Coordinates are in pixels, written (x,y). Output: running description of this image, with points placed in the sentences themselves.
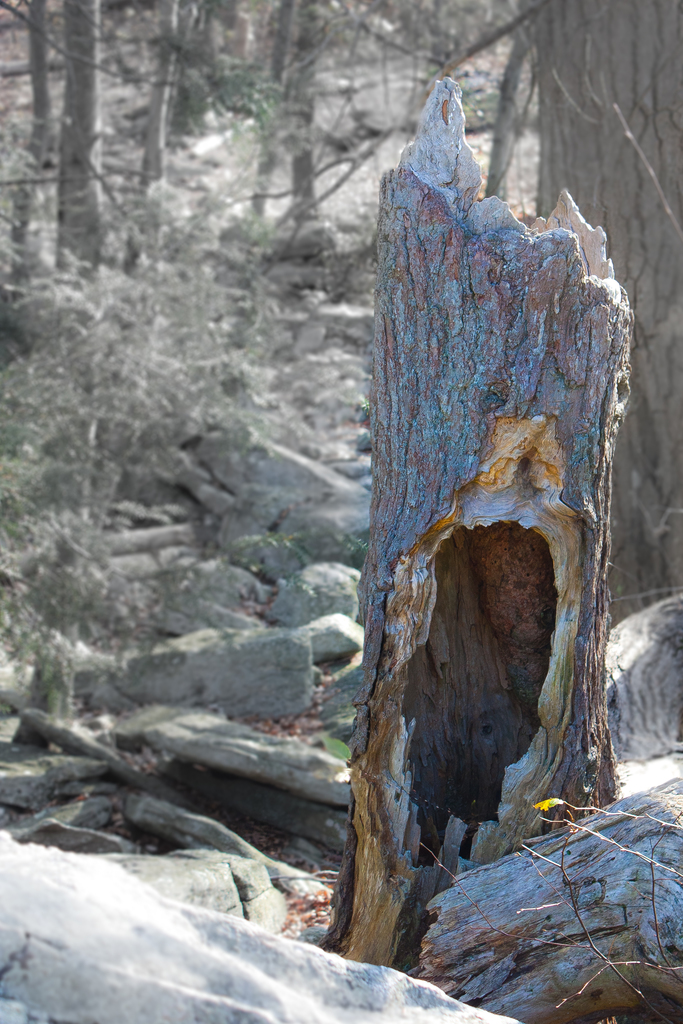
In this image, there is an outside view. There is a log (556,257) in the middle of the image (428,477). In the background of the image (96,270), there are some trees (553,62).
